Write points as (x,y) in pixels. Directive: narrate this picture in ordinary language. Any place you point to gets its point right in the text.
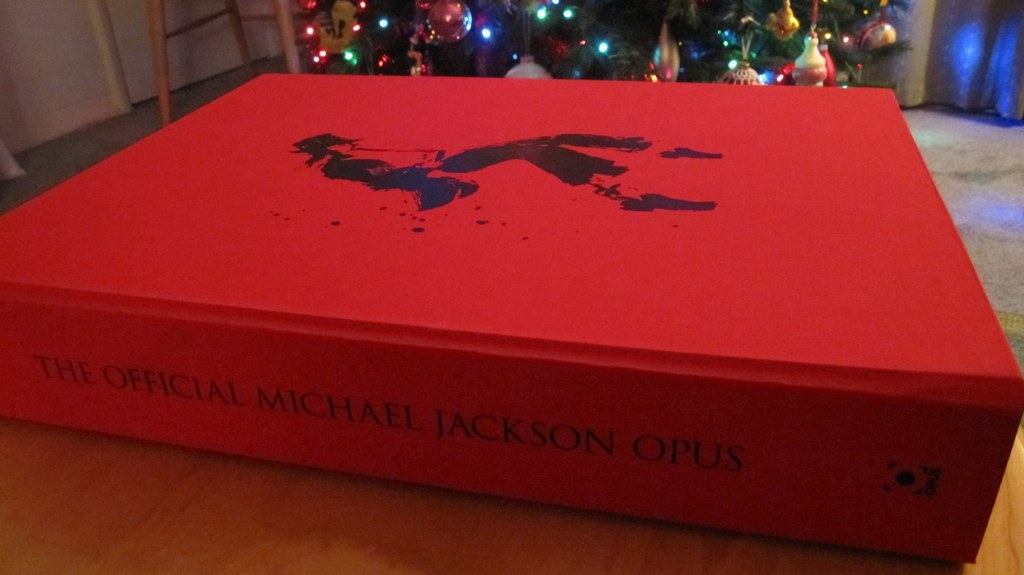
As we can see in the image there is a table (456,523), wall (94,63), ladder (162,51) and Christmas tree (617,53). There are lights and decorative items (670,62). On table (421,546) there is a red color book (464,379). On book (459,442) there is something written.
